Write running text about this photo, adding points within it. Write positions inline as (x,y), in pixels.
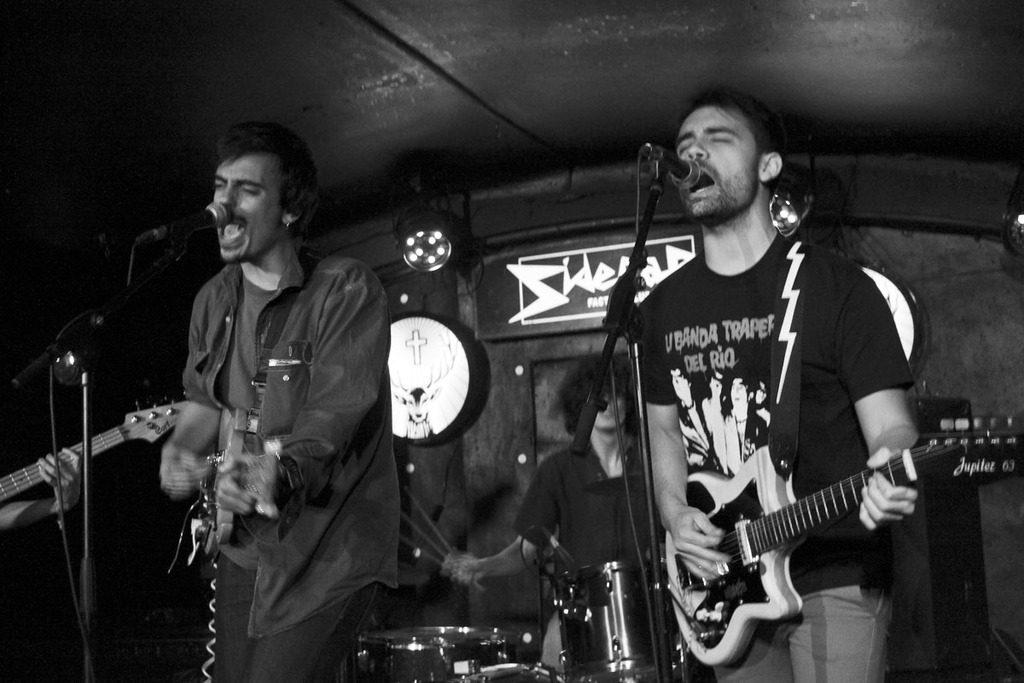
A black and white picture. These 2 persons (261,312) are playing a guitar (760,458) and singing in-front of mic (202,228). This person (625,405) is playing a musical instruments (442,630). On top (438,217) there is a focusing light (426,254).
